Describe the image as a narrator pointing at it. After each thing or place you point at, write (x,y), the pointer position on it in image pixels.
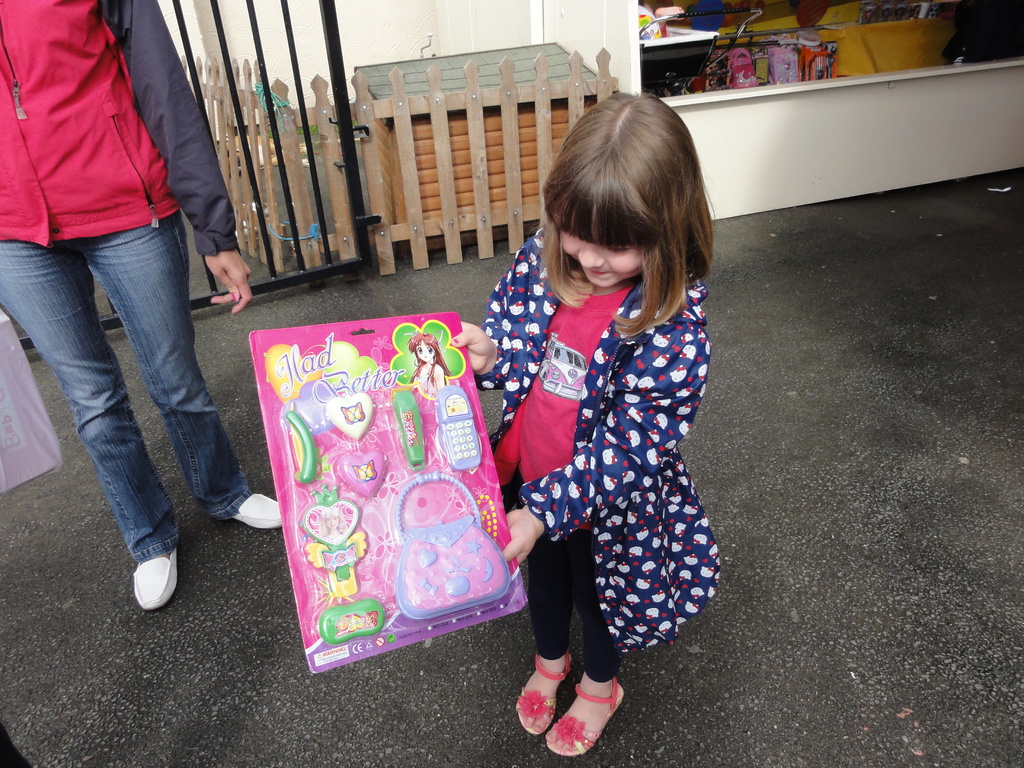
In this image a girl (575,379) is holding a packet (396,466) of toys (363,474). In the left (44,84) a lady (74,252) is standing holding a bag (38,397). In the background (257,127) there is grilles (348,131), box (425,134), wooden fence (402,119), a building (645,70) is there. In the building (843,83) there is something.
